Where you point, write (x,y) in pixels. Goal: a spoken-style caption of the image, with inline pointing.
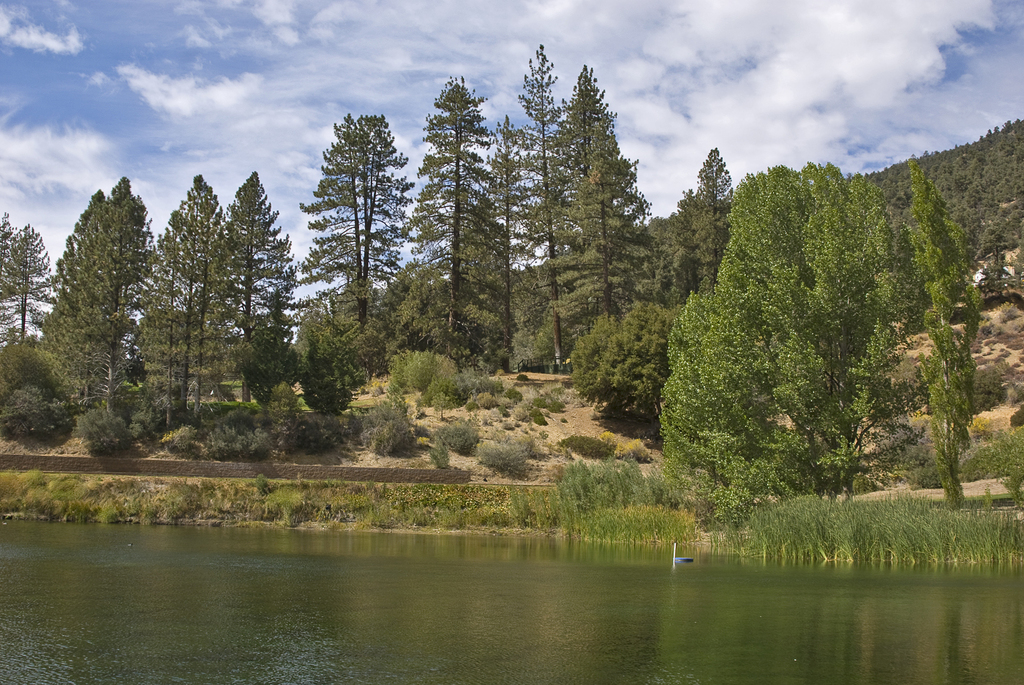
In this image there is a river (335,620), trees (972,323), plants (357,432) and the sky (722,115).
